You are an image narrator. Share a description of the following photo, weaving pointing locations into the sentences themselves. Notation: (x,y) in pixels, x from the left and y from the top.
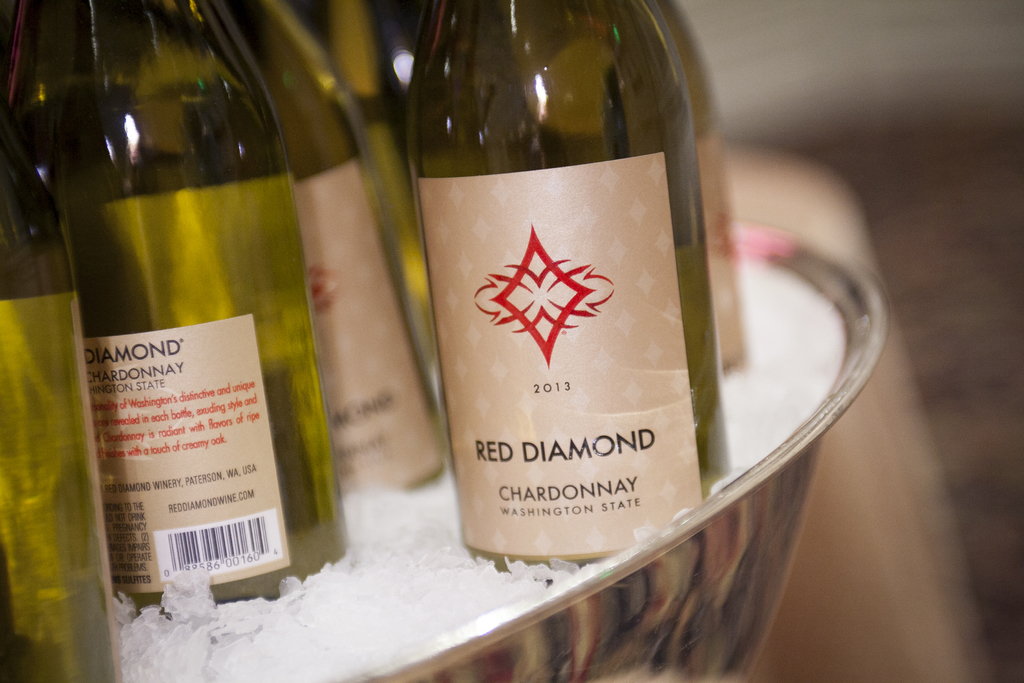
In the foreground (232,258), I can see liquor bottles (469,409) in a bowl (590,579) in which I can see ice (404,561). The background (912,106) is not clear. This picture might be taken in a hotel.
